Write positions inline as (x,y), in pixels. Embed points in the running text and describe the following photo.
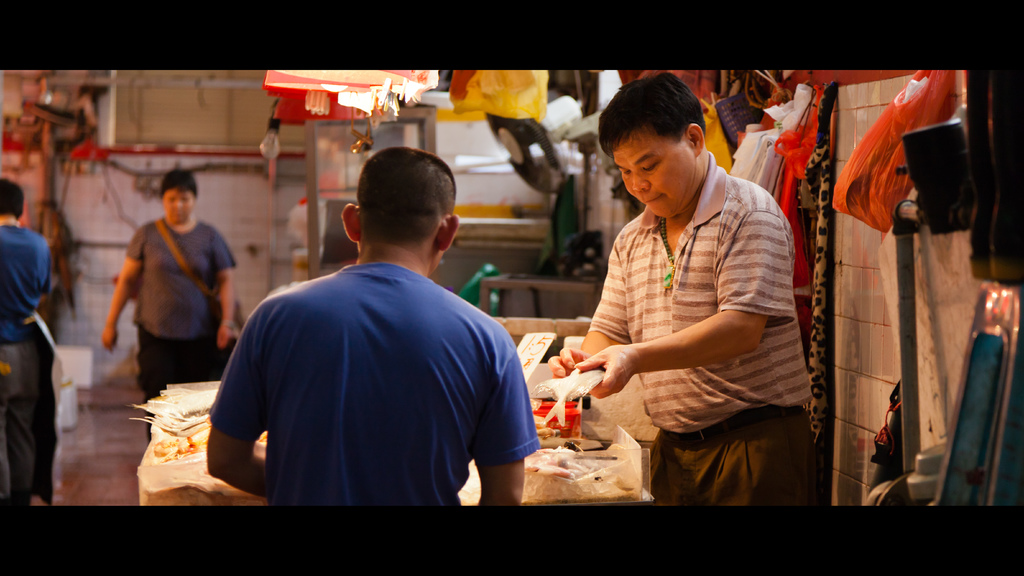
There is a person (648,343) holding a fish (584,392). In front of him there is another person (433,391). There is a table (188,491). On that there are many items (564,466). In the back (136,322) there are some people (34,292). On the right side (879,325) there is a wall (867,334). On that there are some items (781,133) kept. In the background (272,148) there is a bulb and there are many items (563,136).
